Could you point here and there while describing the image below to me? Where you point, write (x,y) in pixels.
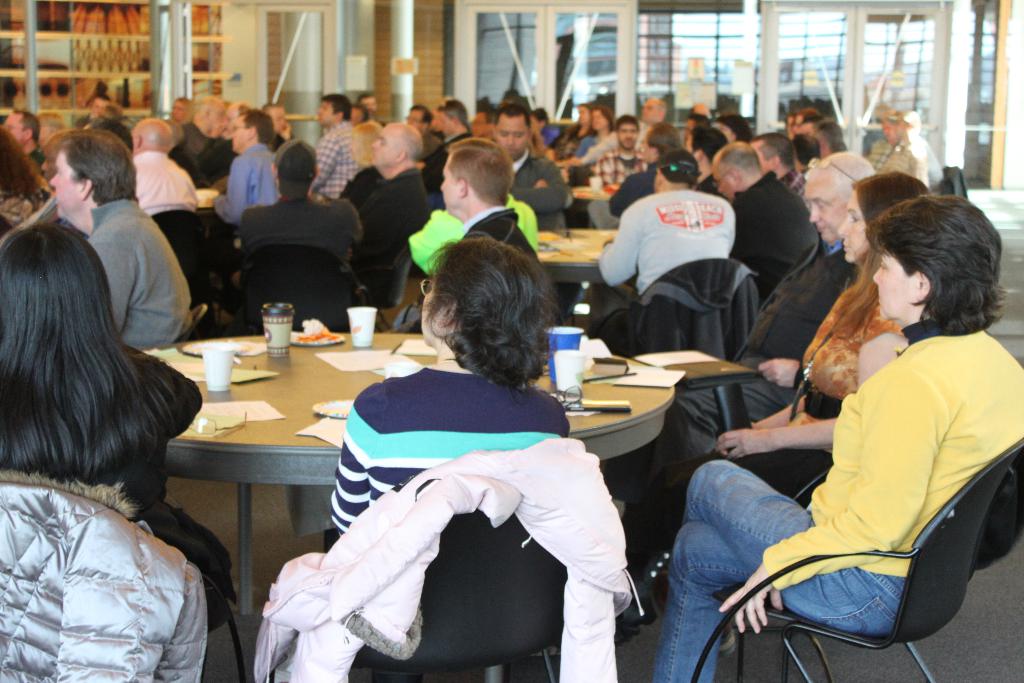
In this picture we can see some persons (484,181) are sitting on the chairs (460,602). This is the table (291,460). On the table (286,421) there are some glasses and papers (249,404). This is the floor (982,626). And here we can see some glass doors (860,71).
